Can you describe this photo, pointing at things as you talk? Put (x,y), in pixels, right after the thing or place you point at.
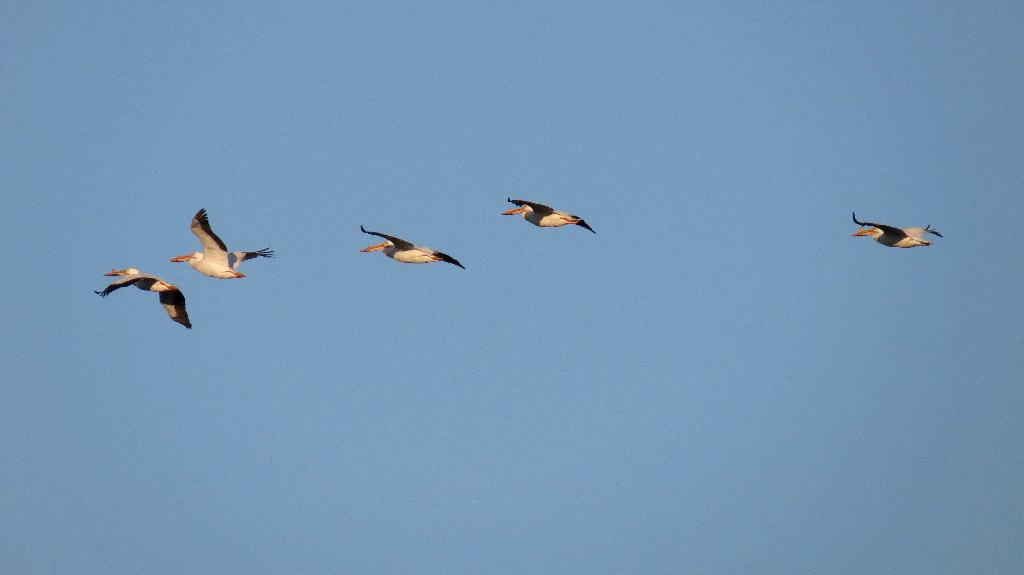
In this image there are five birds (550,214) flying in the sky (748,252).
